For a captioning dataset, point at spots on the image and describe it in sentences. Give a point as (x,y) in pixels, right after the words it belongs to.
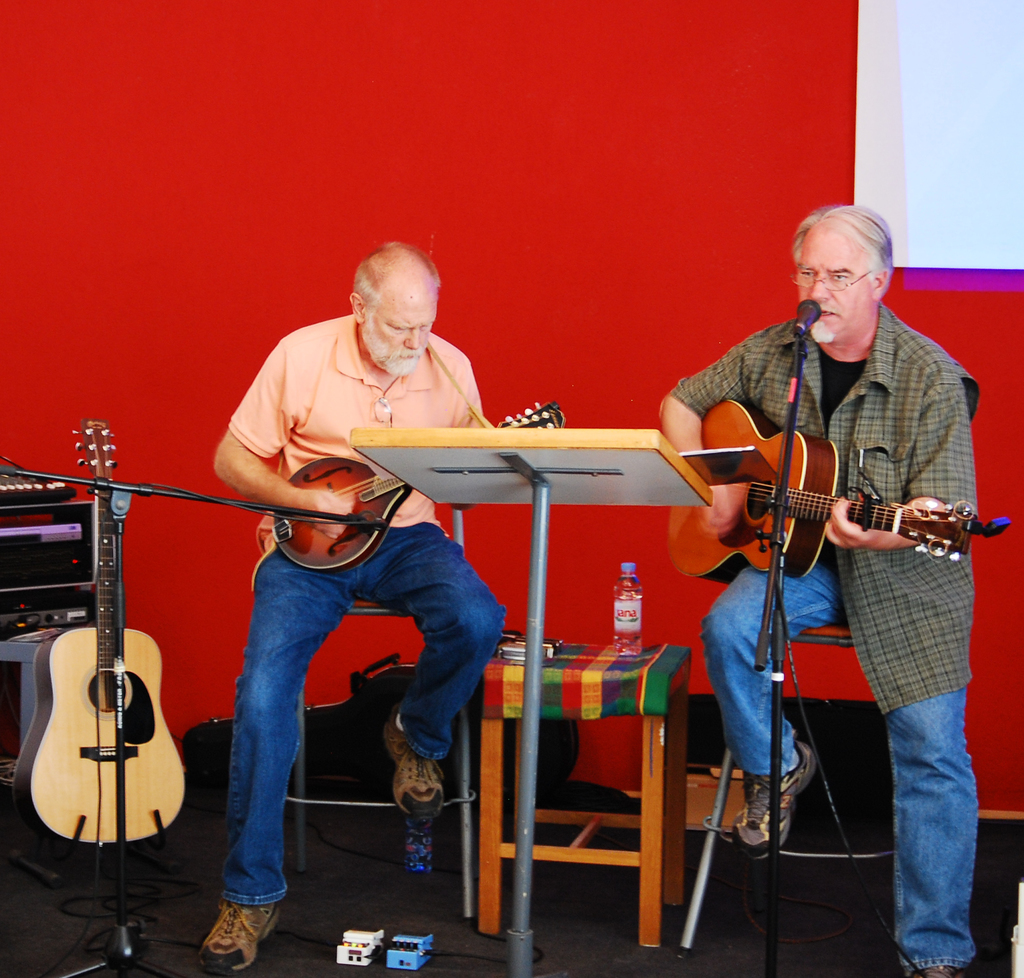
The image is inside the room (554,601). In the image there is a man (884,414) sitting on chair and playing guitar (810,526) in front of a microphone (802,339), on left side (303,637) there is a another man (452,354) playing his musical instrument (374,506). In background (35,660) we can see a guitar (61,674), speakers (10,584), table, water bottle (630,615) and red color wall (682,85) and a white color screen (992,64).
